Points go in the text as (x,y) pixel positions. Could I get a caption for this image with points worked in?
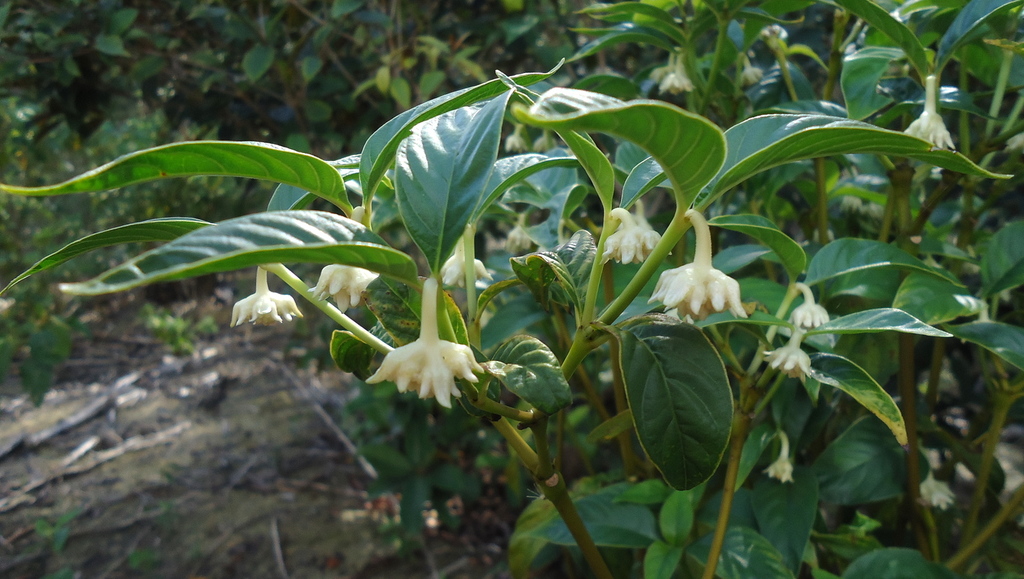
In this picture I can see there is a plant (597,286) and it has some flowers (428,332) and in the backdrop (322,152) there are trees (165,136) and there is soil (247,386) on the ground (4,460).
